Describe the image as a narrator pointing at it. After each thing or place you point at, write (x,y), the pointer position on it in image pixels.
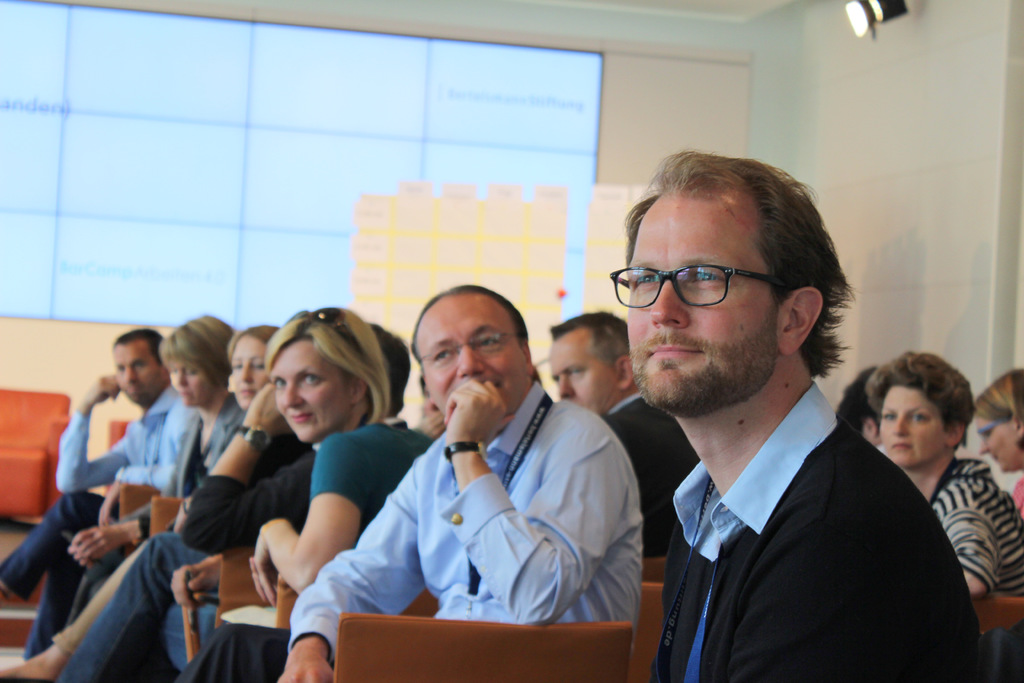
In this picture I can observe some people (271,441) sitting on the chairs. There are men (88,465) and women (341,456) in this picture. In the background (681,93) I can observe wall (806,143).
